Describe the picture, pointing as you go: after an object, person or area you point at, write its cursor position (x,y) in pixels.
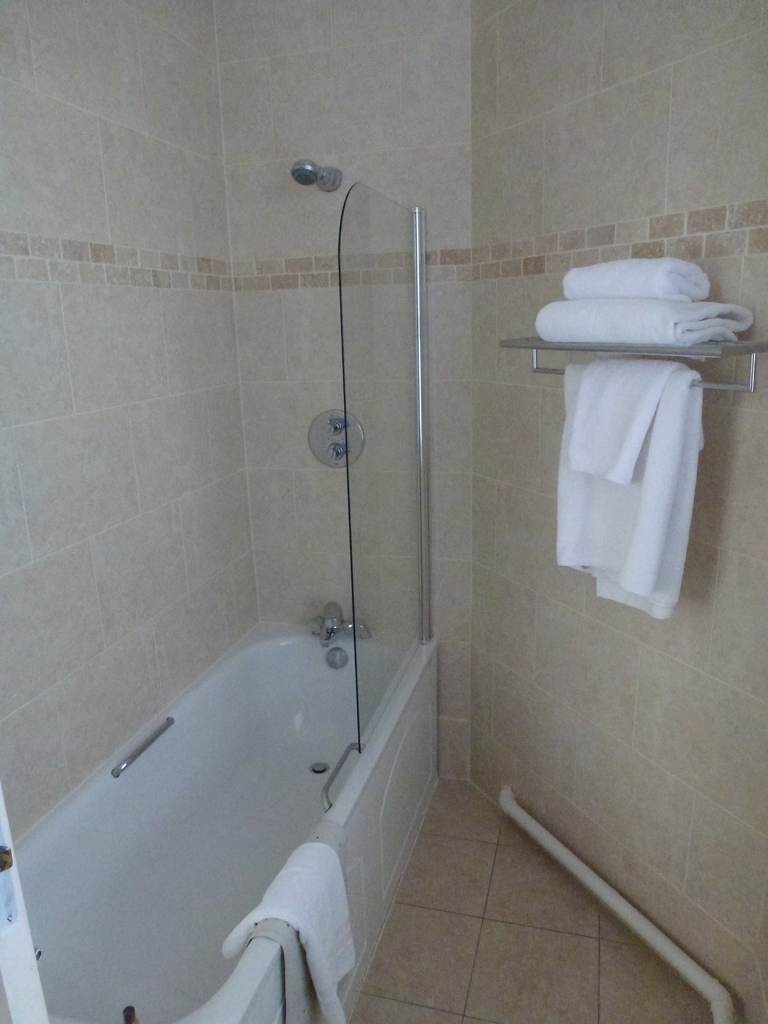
This picture is clicked inside. On the left (129,778) we can see white color bathtub (261,673) and a towel (303,896) and we can see the tap (332,629). On the right (734,351) we can see a shelf (721,349) on which we can see the towels (662,269) are placed and we can see the towels (653,400) are hanging on the metal rod (718,390). In the background (552,95) we can see the wall (415,181). In the foreground (589,885) we can see a pipe (542,839) and the ground (477,975).
